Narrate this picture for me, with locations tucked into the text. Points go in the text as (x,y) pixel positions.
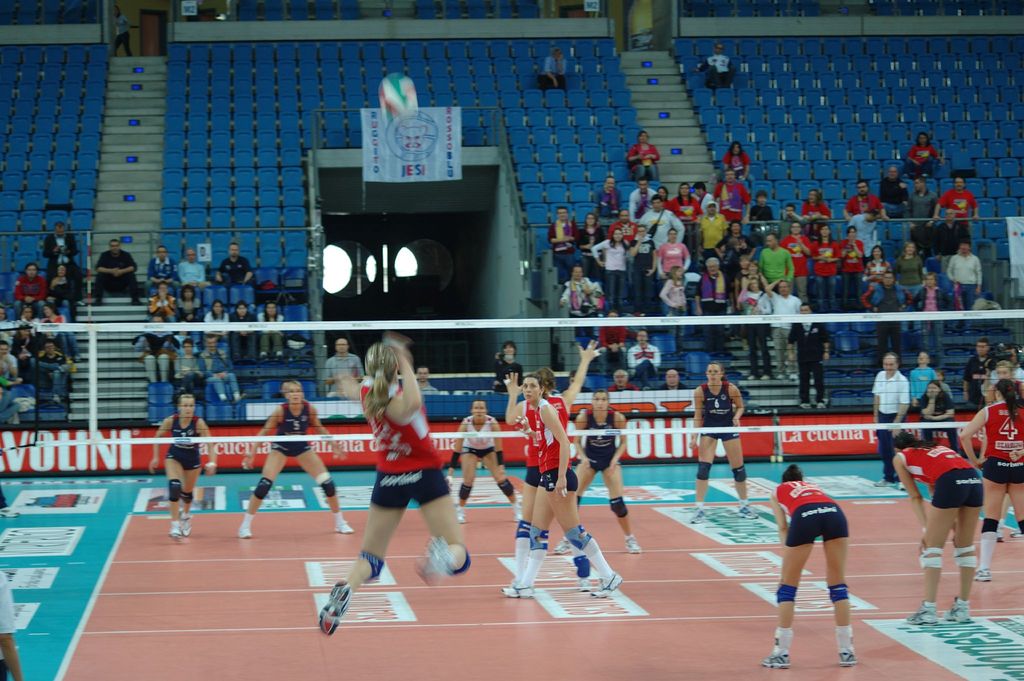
This picture is taken inside the playground (919,568). In this image, we can see a group of people (945,467) playing a volleyball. In the middle of the image (505,379), we can see a net fence (714,395). In the background (248,342), we can see a few people (220,360) are sitting on the chair (268,241), few people (896,328) are standing, staircase (162,70), hoardings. At the bottom (873,658), we can see a floor (154,567).
